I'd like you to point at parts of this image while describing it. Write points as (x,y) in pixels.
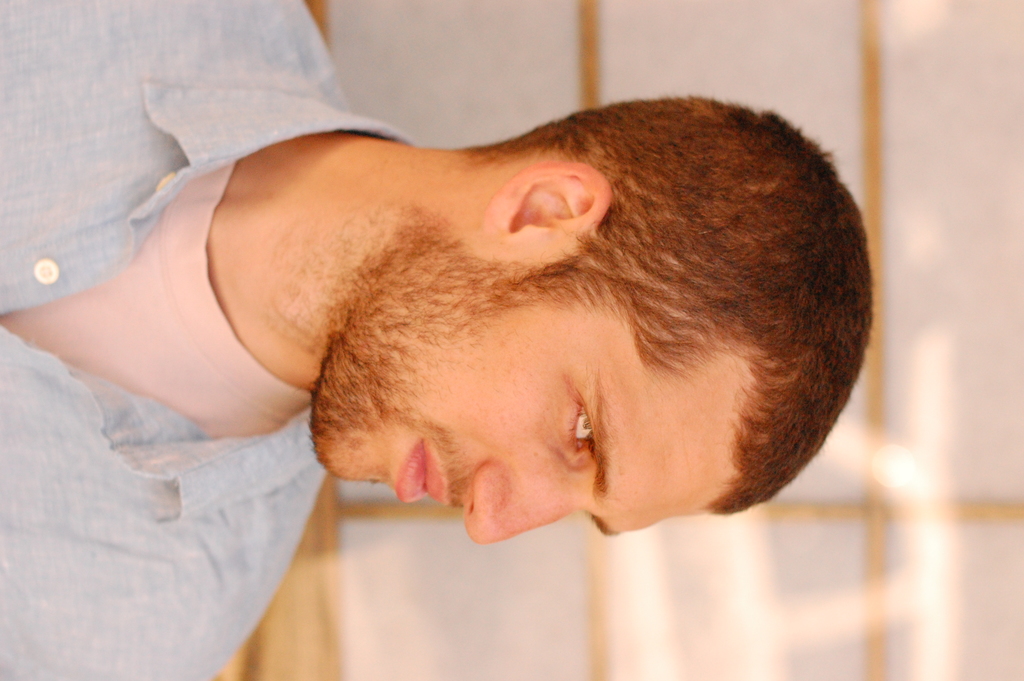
Here in this picture we can see a person (512,237) present over there.
